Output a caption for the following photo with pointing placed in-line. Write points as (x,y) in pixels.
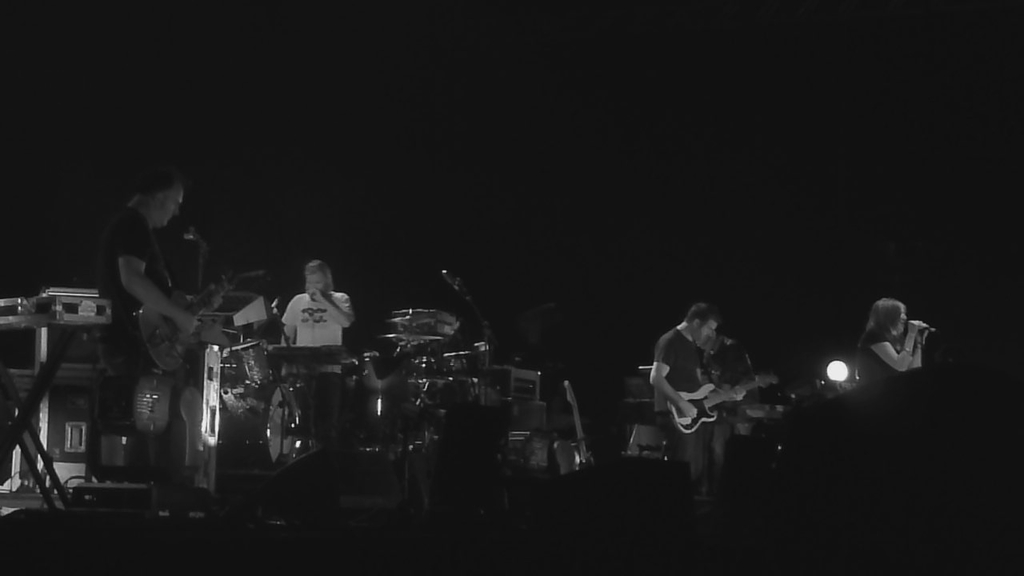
It is the black and white image in which there is a man (677,395) in the middle (665,351) who is playing the guitar (703,396). In front of him there is a woman (883,340) who is singing with the mic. On the left side (156,305) there is a man (165,294) who is playing the guitar (168,342). Behind him there is a person (309,327) who is standing at the keyboard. On the right side (834,369) there is a small light (834,369).
